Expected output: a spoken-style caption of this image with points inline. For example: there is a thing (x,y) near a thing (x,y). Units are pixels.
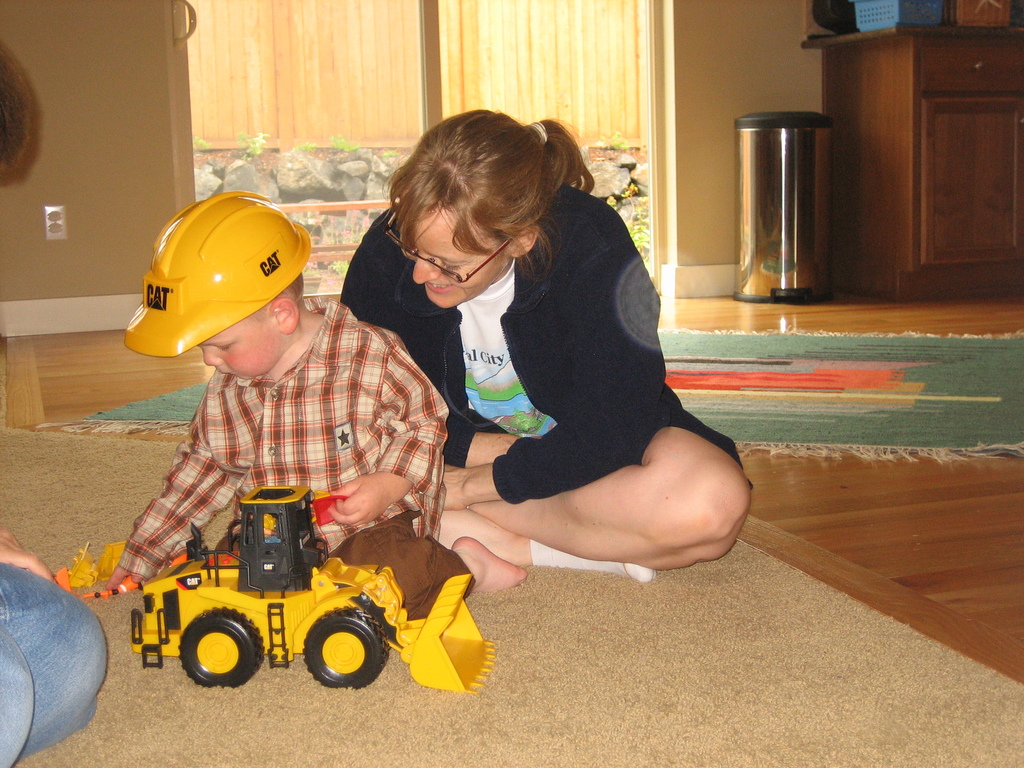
There is a woman (596,273) and a boy (315,361) with helmet (164,345) on his head (222,335) are sitting on the carpet (77,449) on a floor (84,340). On the left (30,626) there is a person (29,572) and a toy (241,672) on the carpet (205,699). In the background (164,205) there is a wall (727,249), door (377,2), dustbin (769,163) and some items (999,21) on the table (966,151). Through the window glass door (325,95) we can see stones (333,200) and an object (408,54).
